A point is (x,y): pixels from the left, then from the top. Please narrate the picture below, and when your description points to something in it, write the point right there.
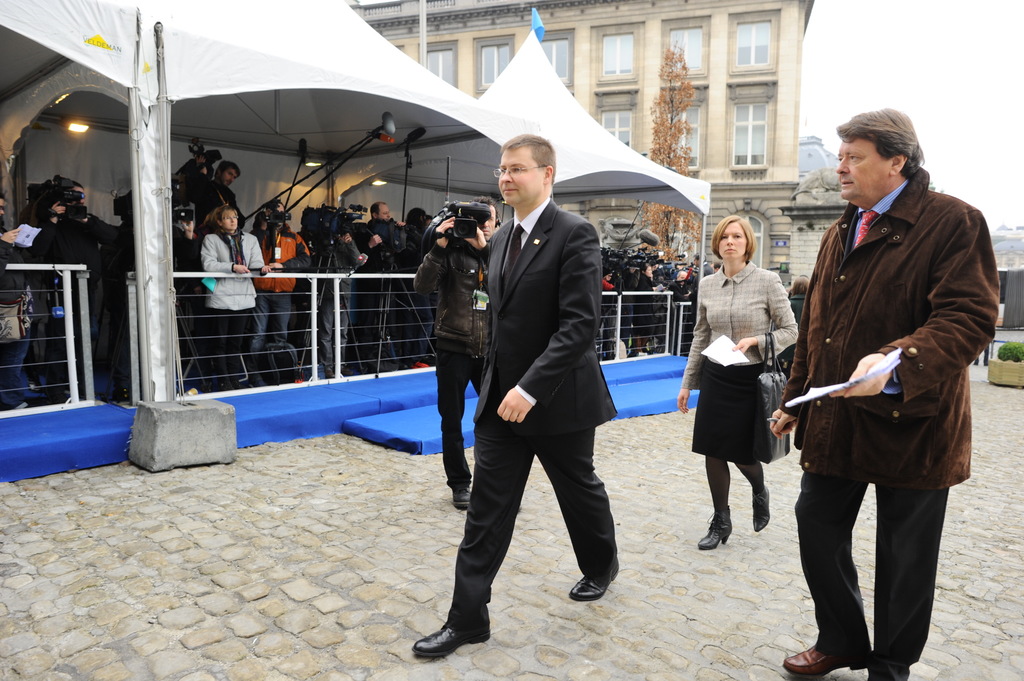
In this image we can see a few people (592,495) standing, among them, some are holding the objects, also we can see a building (719,138) and a tent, there are railings (288,368), lights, plant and a tree (667,118).
